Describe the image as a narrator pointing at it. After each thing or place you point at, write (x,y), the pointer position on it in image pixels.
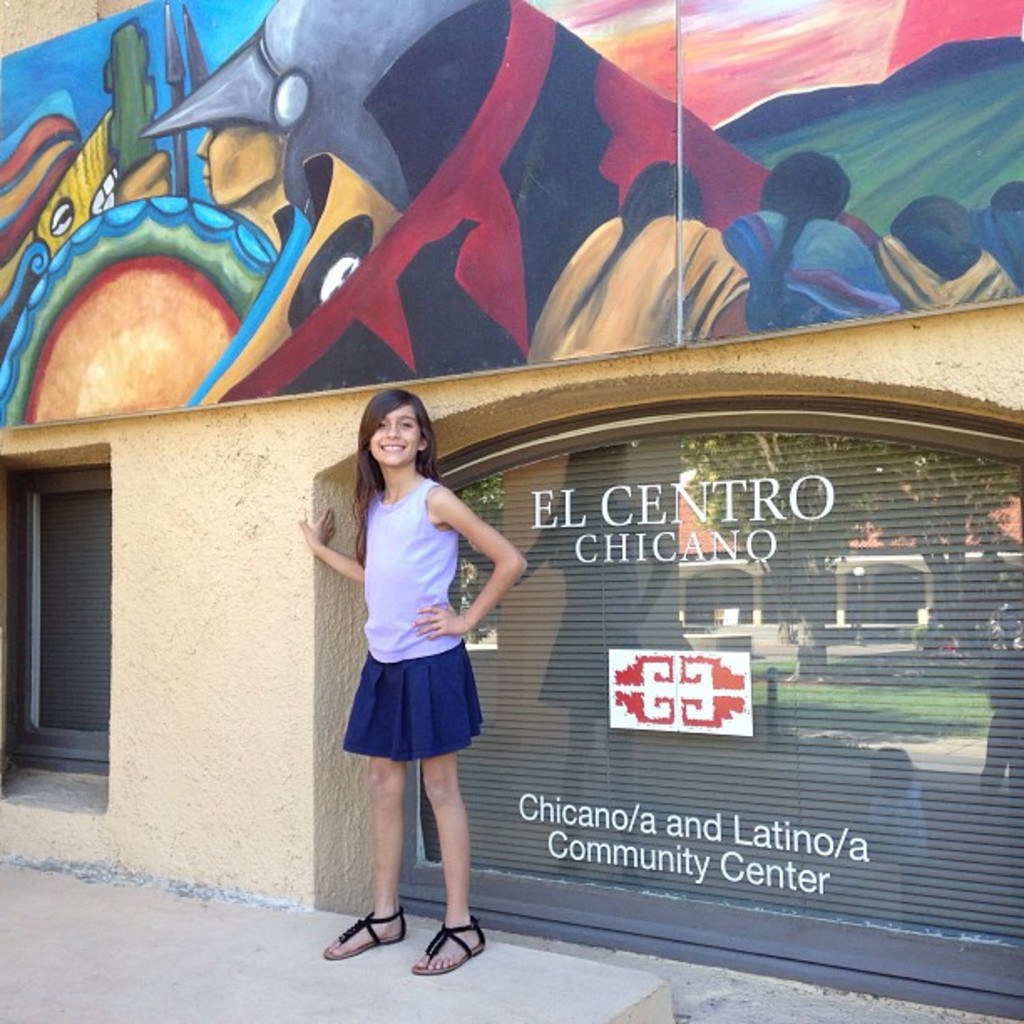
In this picture we can see a girl (424,574) is standing and smiling in the front (369,679), on the right side (939,738) there is a glass (890,720), we can see some text (669,531) and reflection (850,698) of a building (934,577), a tree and grass (915,699) on this glass (929,672), there is a board (705,257) at the top of the picture (619,153).
